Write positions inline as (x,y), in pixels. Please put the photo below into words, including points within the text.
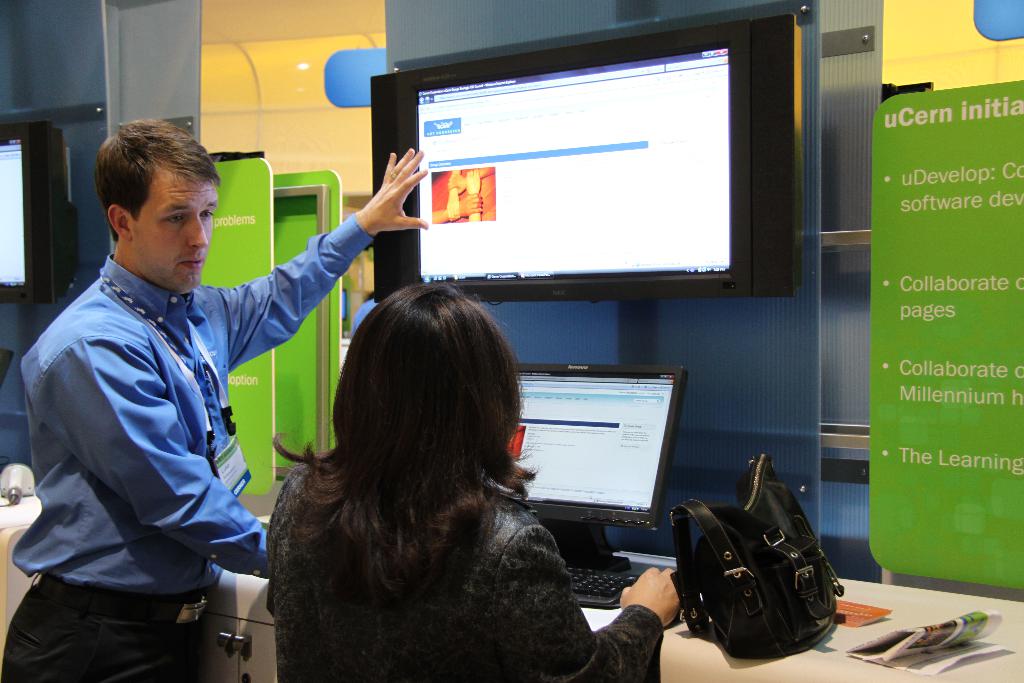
In this picture we can see a man (92,447) and a woman (415,568), in front of them we can see couple of monitors (671,463), and a man (196,321) is showing the monitor (455,150) to the woman (501,460), in front of her we can see a bag (754,548), paper (948,624) on the table (871,633), and also we can find couple of hoardings (967,200) in front of them.
